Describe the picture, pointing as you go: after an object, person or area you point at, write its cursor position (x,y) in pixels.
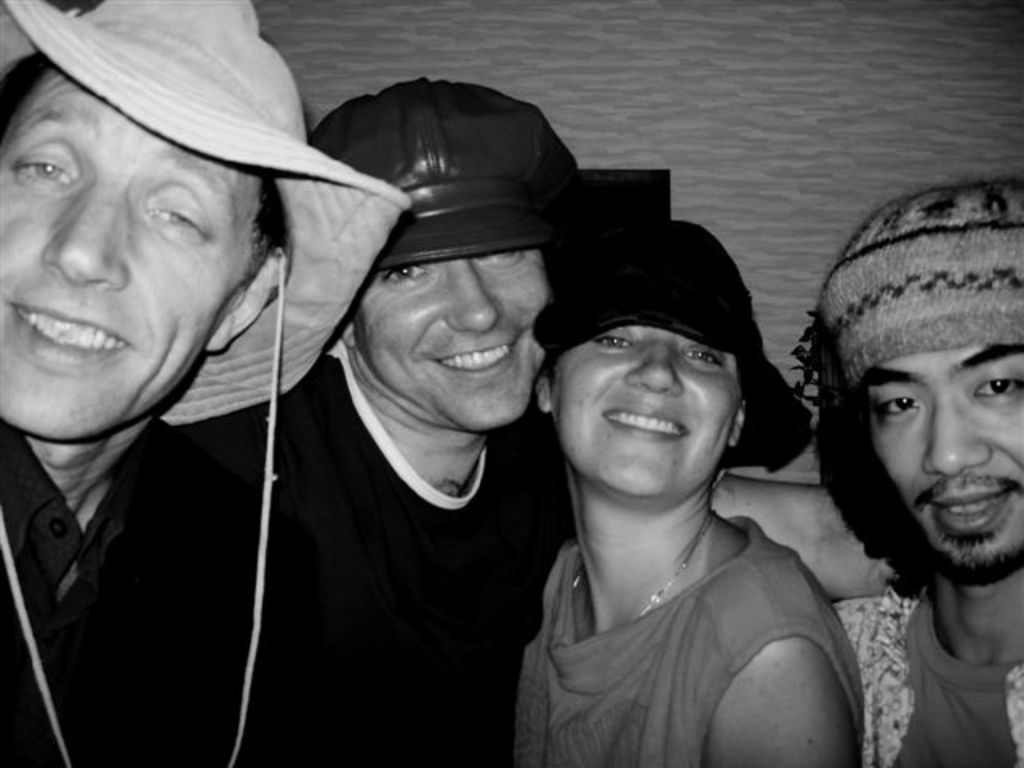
In this image we can see few people (533,626) and they are wearing hats (531,221) and caps (855,321). There is an object (618,221) in the image. We can see a wall (720,189) in the image.
